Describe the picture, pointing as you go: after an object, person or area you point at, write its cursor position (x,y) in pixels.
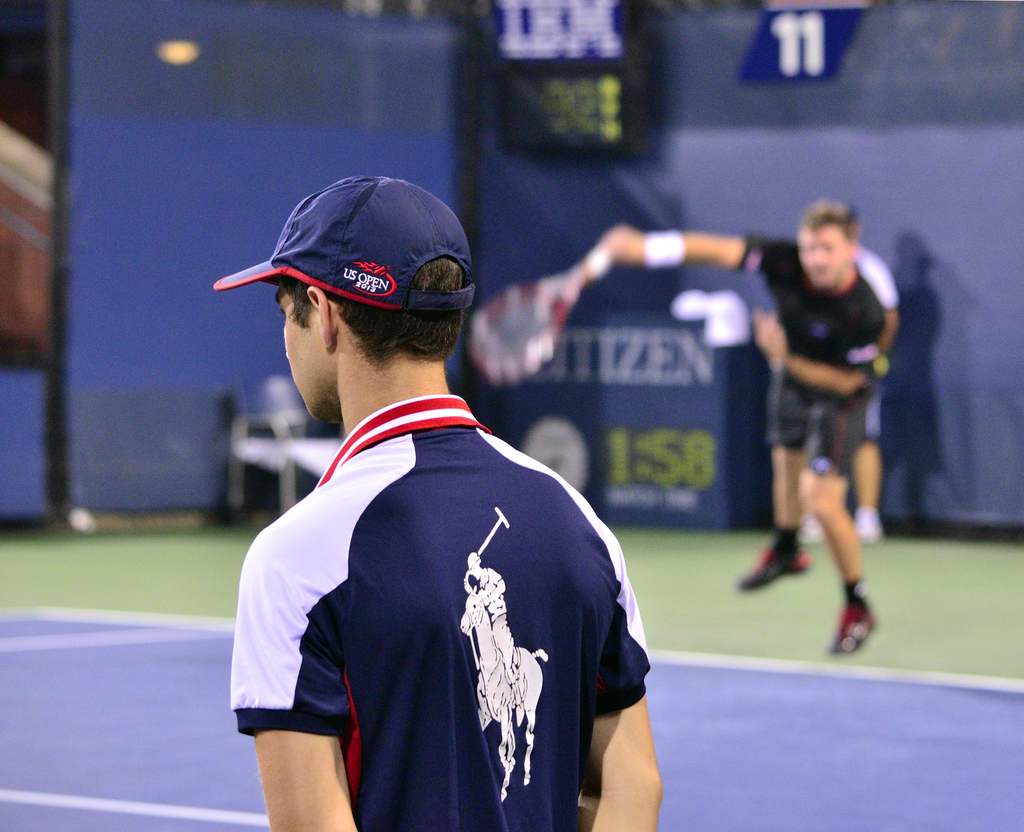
In this image we can see a person (442,696) wearing blue t shirt (447,633) and blue cap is standing in the court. In the background of the image (809,421) there is a person (779,295) standing while holding a racket (535,325) in his hands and playing.
